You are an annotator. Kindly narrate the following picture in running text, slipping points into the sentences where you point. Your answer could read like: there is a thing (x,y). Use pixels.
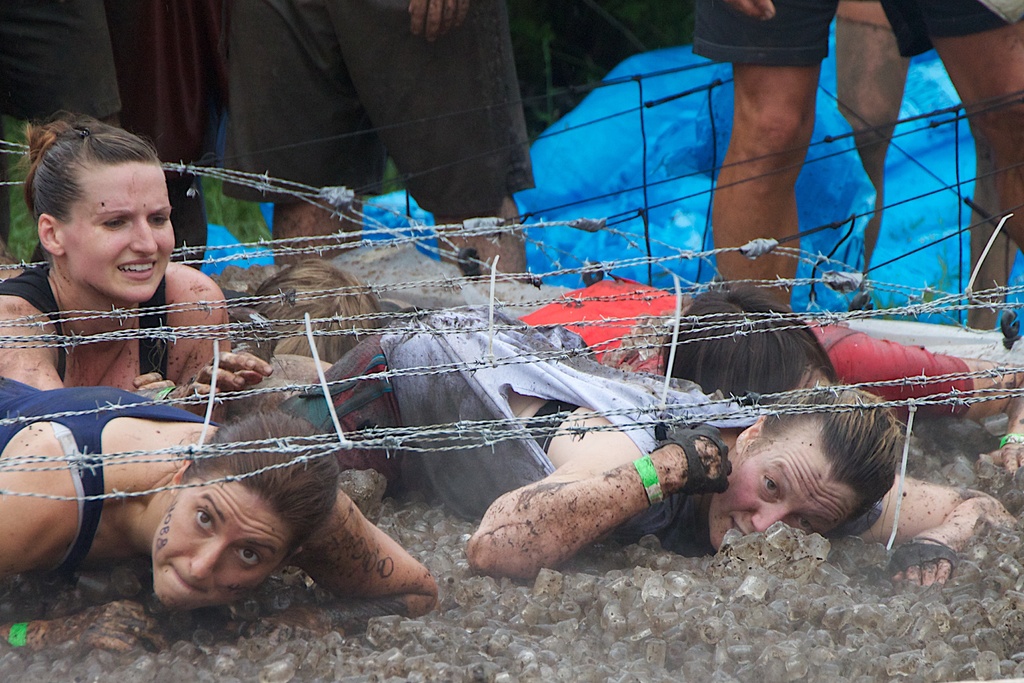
In this image, we can see persons (1008,28) wearing clothes (391,484). There are some person (346,309) under fencing wires (640,347).
